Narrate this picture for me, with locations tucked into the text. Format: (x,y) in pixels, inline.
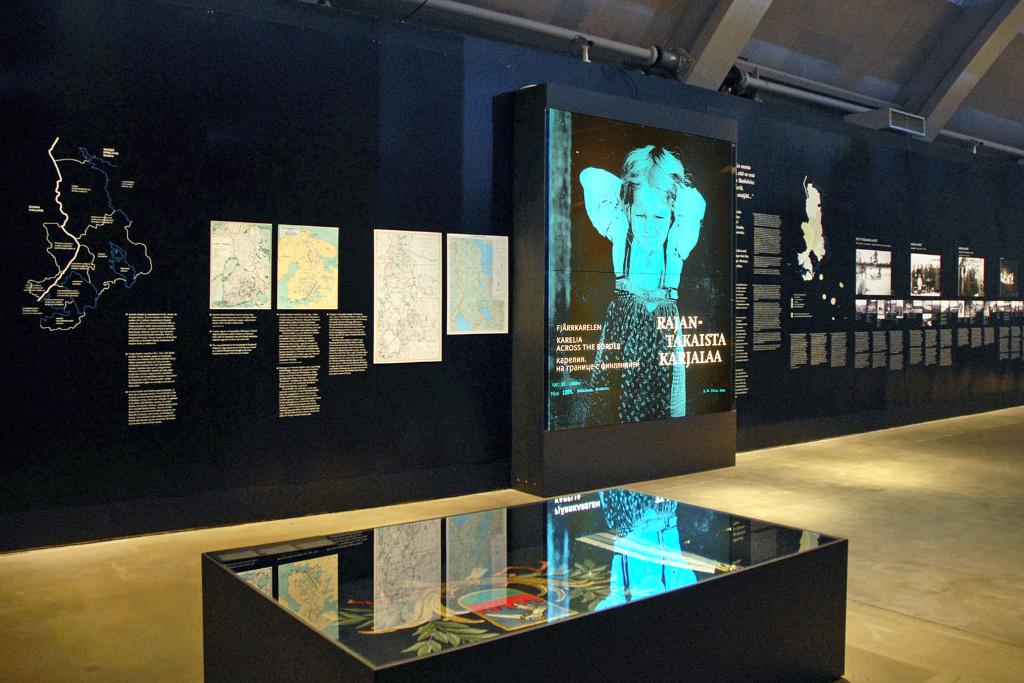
This picture is an inside view of a building (409,451). In this picture we can see the boards (556,272), wall (421,211), pipes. At the bottom of the image (899,546) we can see the floor (880,563) and stand (450,619). At the top of the image (800,54) we can see the roof (818,66).
